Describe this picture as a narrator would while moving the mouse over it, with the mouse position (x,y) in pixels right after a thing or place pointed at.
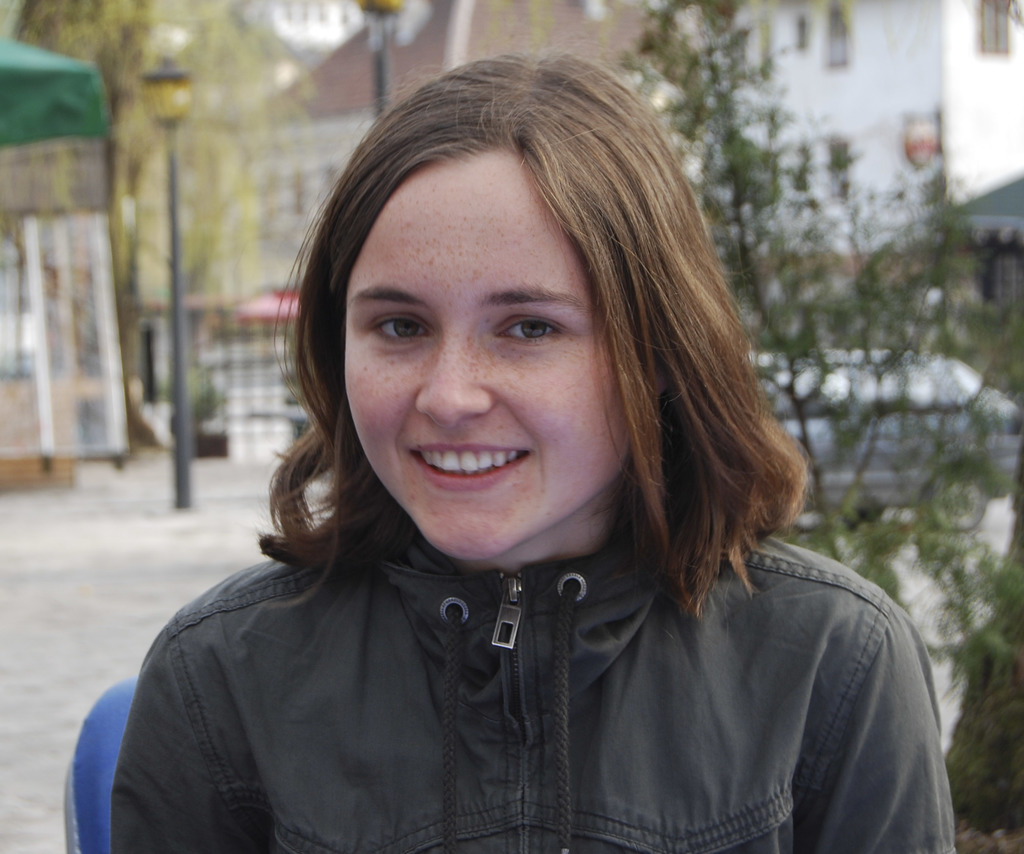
Here I can see a woman (449,637) wearing a black color jacket (320,732), smiling and giving pose for the picture. This is an outside view. In the background (839,286), I can see some trees (840,422), a car (868,394), building (823,225) and few poles (177,228) on the road (123,555).
